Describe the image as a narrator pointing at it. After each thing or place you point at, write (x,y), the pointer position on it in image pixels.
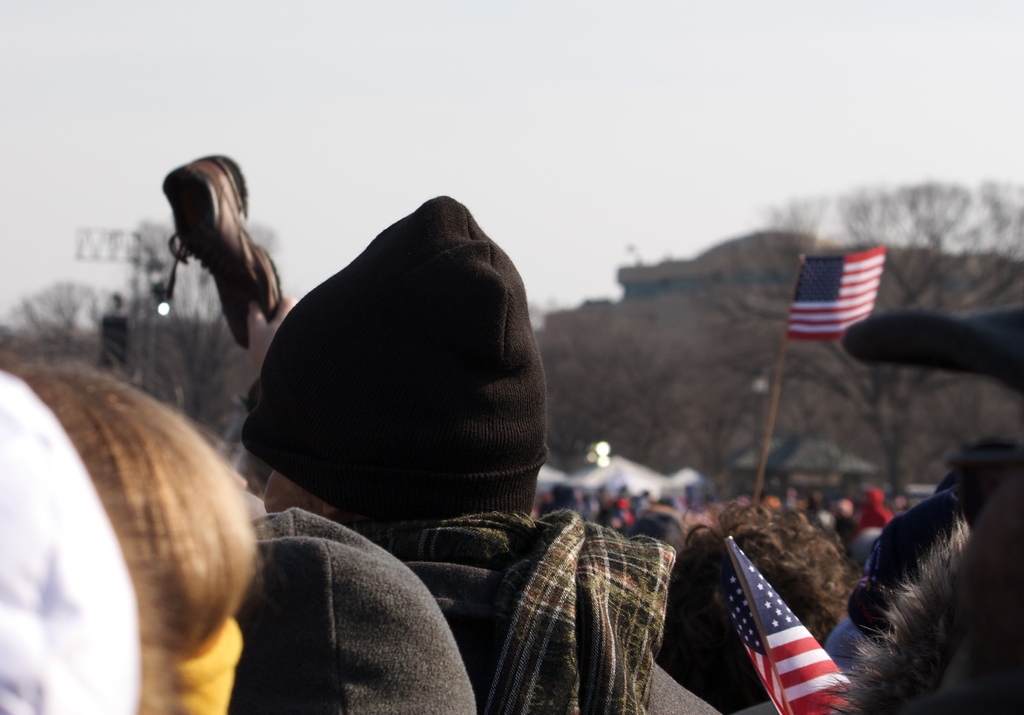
In this image there are a few people (382,430), in front of them there is a flag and there are few stalls (663,474), in the background of the image (641,384) there are dried trees (704,327) and a building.
